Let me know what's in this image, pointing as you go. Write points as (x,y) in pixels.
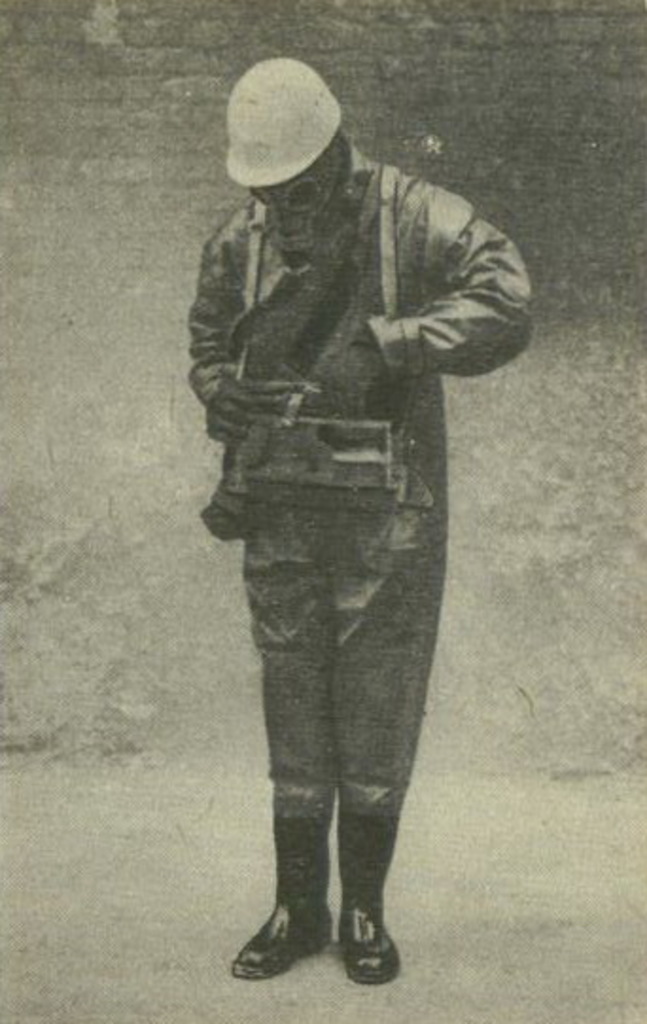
In this image we can see a black and white picture of a person (389,523) wearing uniform (375,584), helmet (283,94) and a mask (295,184).
